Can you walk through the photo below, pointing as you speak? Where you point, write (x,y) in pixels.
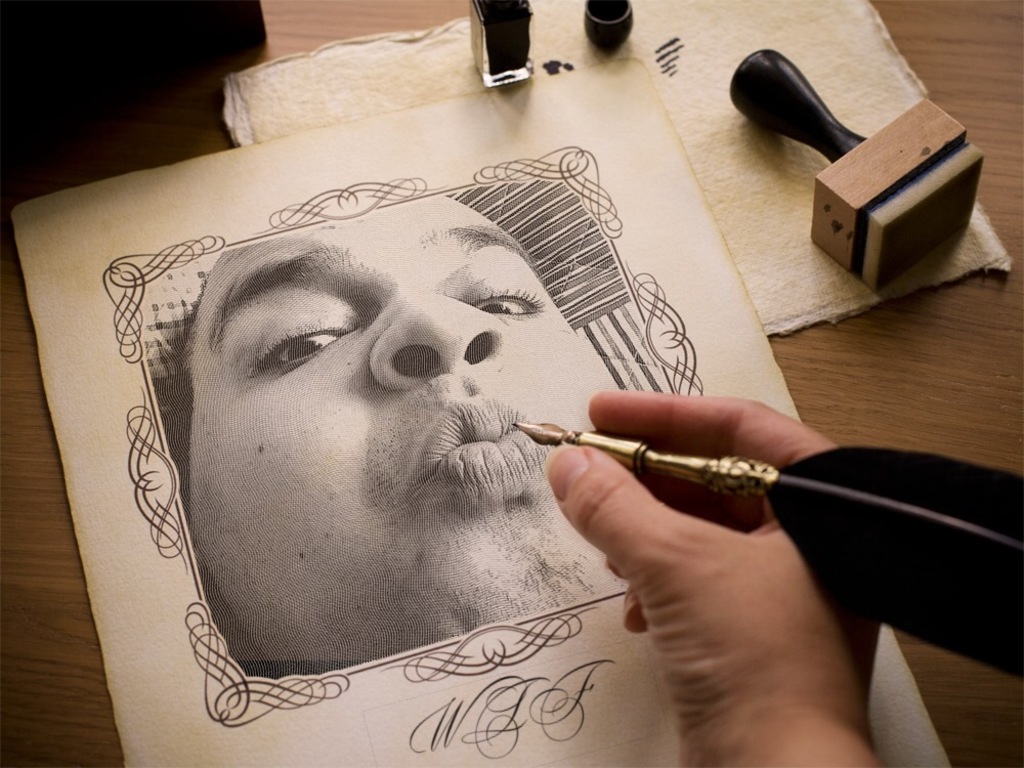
In this image we can see a person's hand (747,583) holding a pen (664,460) and there is a paper (278,466) on which there is a image (463,435) of a person (429,378). There is a rubber stamp (778,117) and other objects (815,261) on the wooden surface (888,372).
